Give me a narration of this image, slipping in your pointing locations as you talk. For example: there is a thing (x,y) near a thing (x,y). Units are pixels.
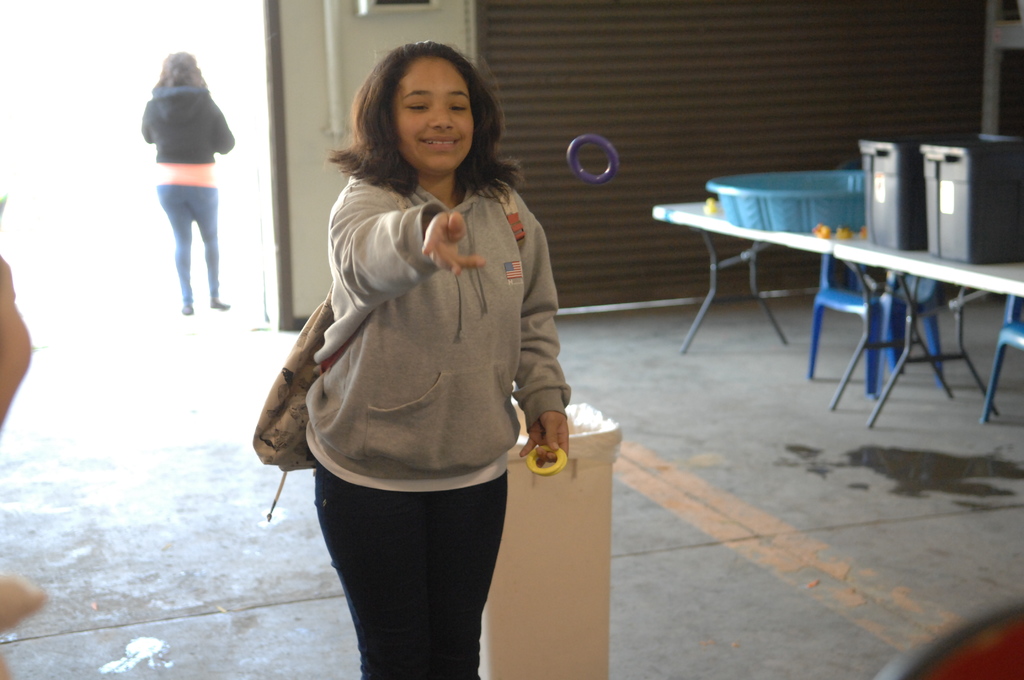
a person (418,430) is standing wearing a bag (304,371), holding a ring (561,460) in her hand (549,460). behind her at the right (878,235) there are white tables (926,263) on which there are 2 tubs (919,234) and a blue basket (821,200). behind that there is a shutter (604,89) and a person (173,196) is standing out.
